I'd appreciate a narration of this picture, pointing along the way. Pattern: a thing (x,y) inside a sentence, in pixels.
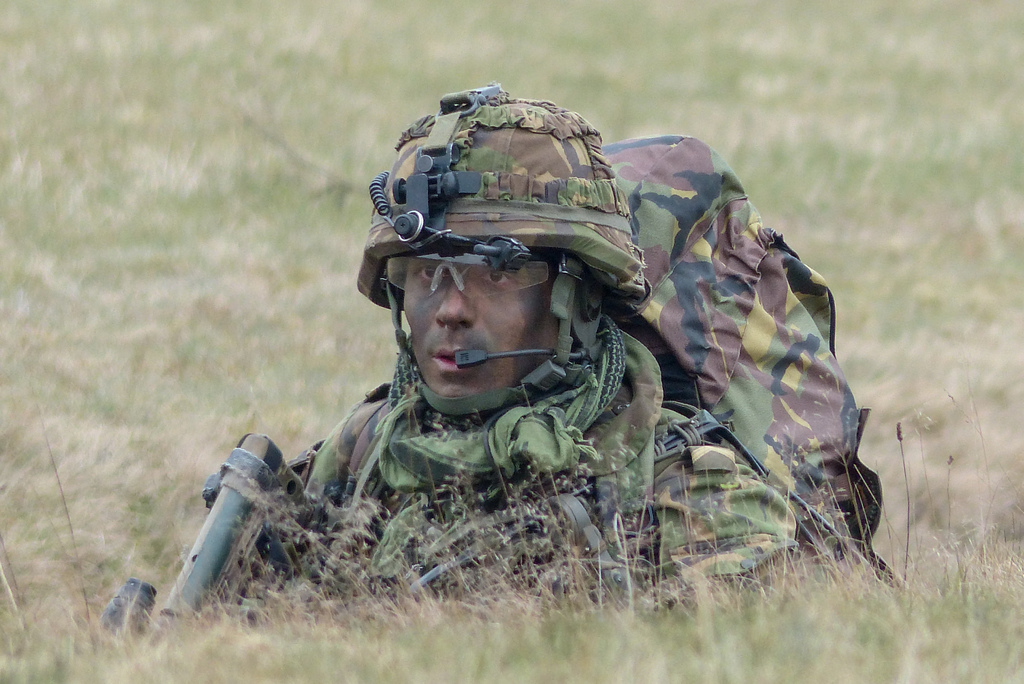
In this image we can see a person (635,411) with uniform (407,525) and a helmet (513,187) on the grass (956,563).
